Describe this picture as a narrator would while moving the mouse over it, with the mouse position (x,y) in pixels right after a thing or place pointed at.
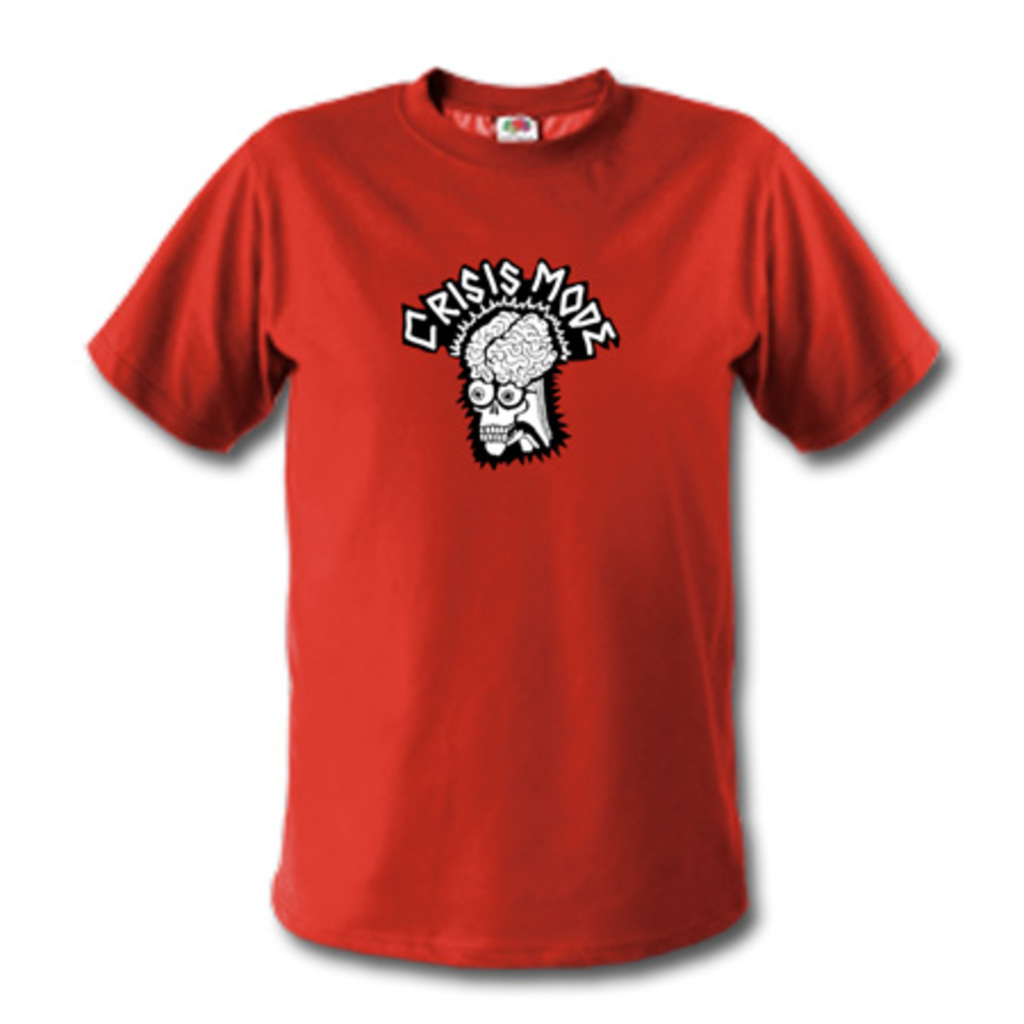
In this picture there is a red color t-shirt (480,433). Behind there is white background.
